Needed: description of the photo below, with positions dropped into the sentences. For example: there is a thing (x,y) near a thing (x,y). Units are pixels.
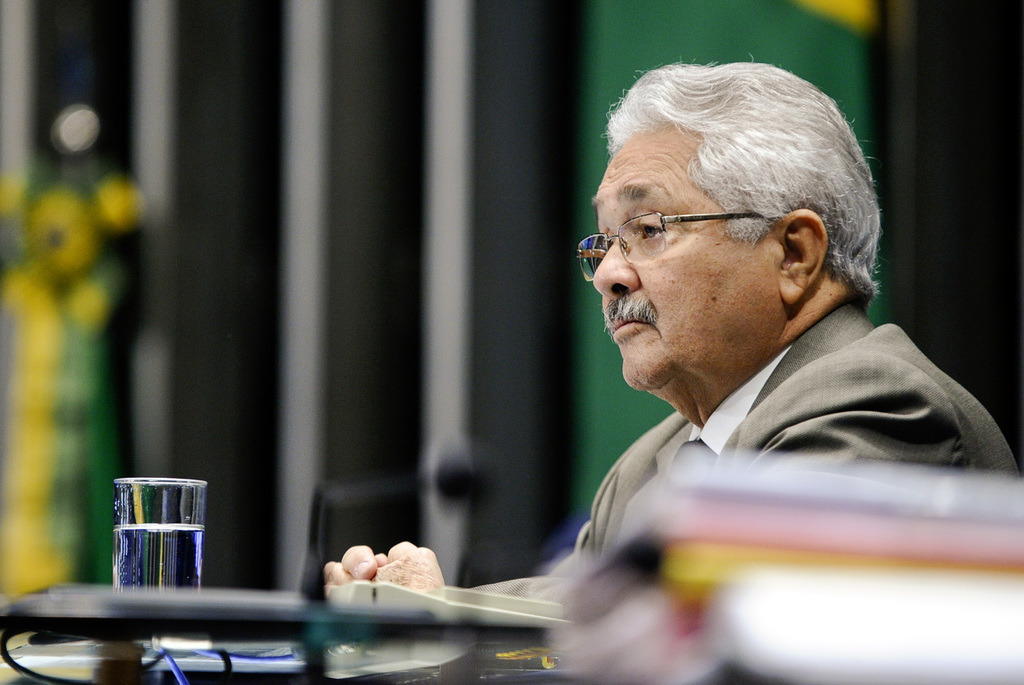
In the image there is a man (690,371) and in front of him there is a glass (135,502) filled with water (133,567) and the background of the man (410,547) is blur.
